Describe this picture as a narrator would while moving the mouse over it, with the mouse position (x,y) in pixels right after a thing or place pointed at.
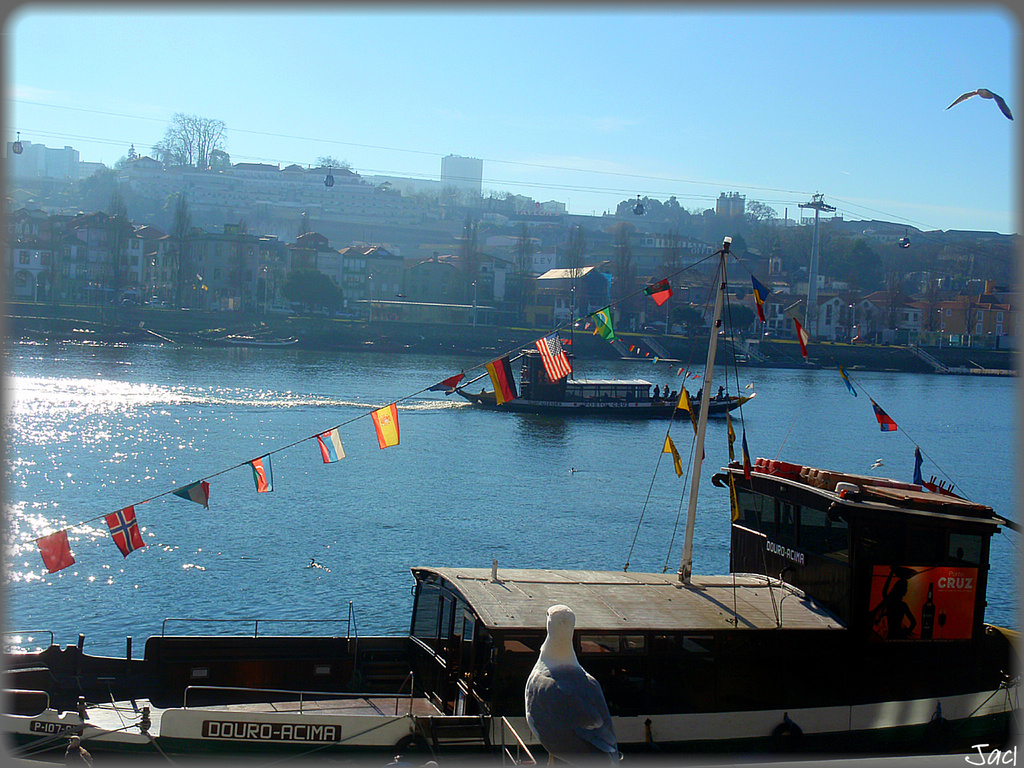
In the picture I can see a bird (558,678) is in the foreground of the image (582,745), I can see two boats (661,572) are floating on the water (844,464), I can see flags (58,540) tied to the thread (900,431), I can see houses (872,304), current poles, wires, trees (867,253), a bird (1001,108) flying in the air (964,126) and the blue color sky (787,76) in the background (712,150).
